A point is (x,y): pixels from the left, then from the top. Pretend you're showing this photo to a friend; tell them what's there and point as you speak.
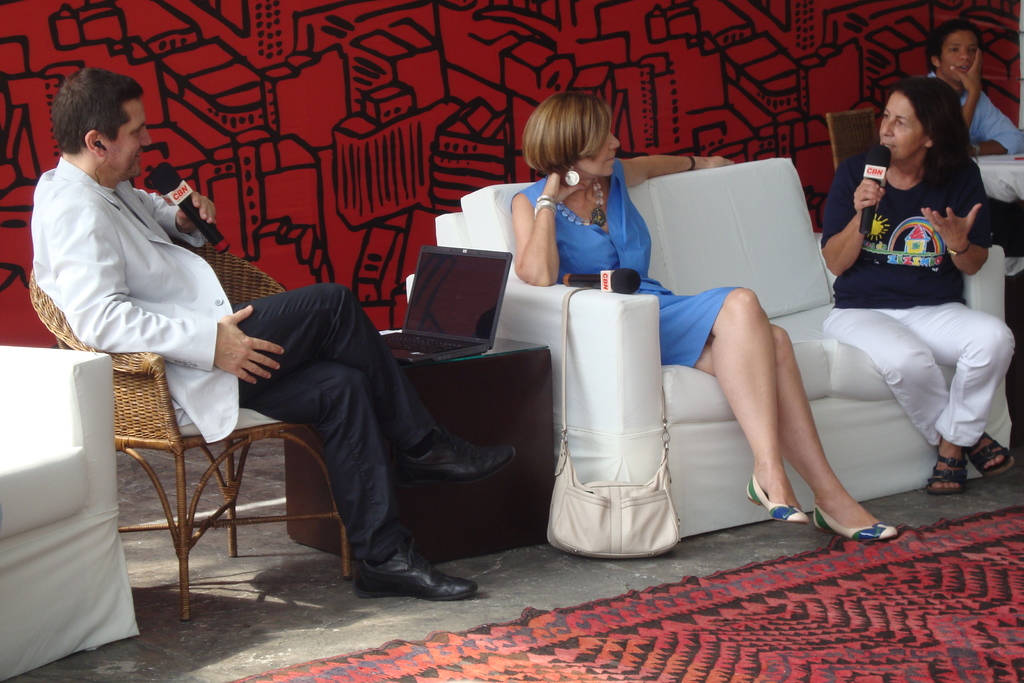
In this picture we can see group of seated people (245,313), in the left side of the given image a man (199,371) is seated on the chair (135,412) and hold microphone (215,234) in his hand (210,201), in front of him we can see a laptop (436,297) and a bag (578,499).
